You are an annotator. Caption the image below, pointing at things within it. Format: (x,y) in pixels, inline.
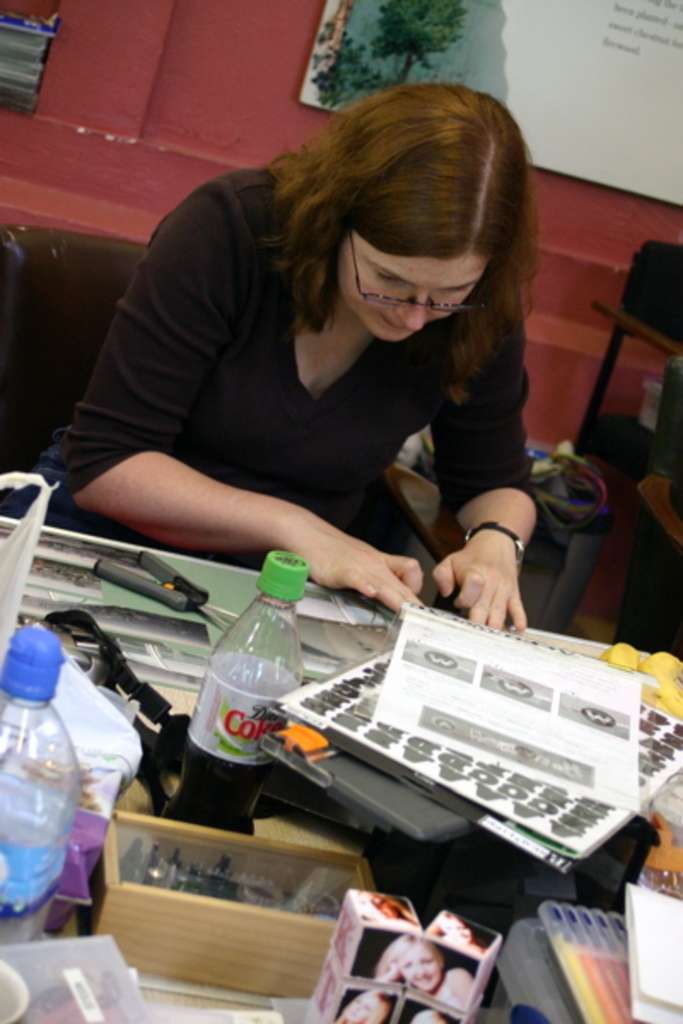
In this picture we can see a woman (480,572) sitting on a chair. There are few bottles (248,672), boxes (454,1018), files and other things (229,866) on the table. We can see a frame (633,6) on the wall (306,57). There is a black object (675,255) in the background (643,598).
